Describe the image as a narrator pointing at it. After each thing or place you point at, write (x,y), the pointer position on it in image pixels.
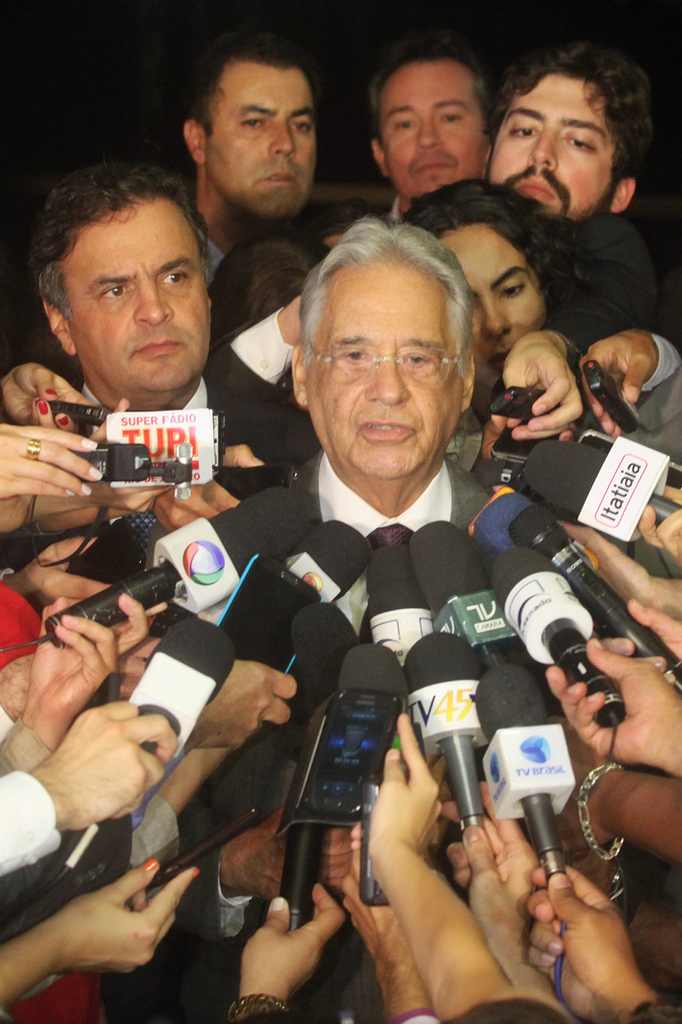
In this image I can see few people (300,298) standing. Here many people (59,524) are holding mikes (176,645) in the hands (608,555) and a man (352,332) is speaking.
